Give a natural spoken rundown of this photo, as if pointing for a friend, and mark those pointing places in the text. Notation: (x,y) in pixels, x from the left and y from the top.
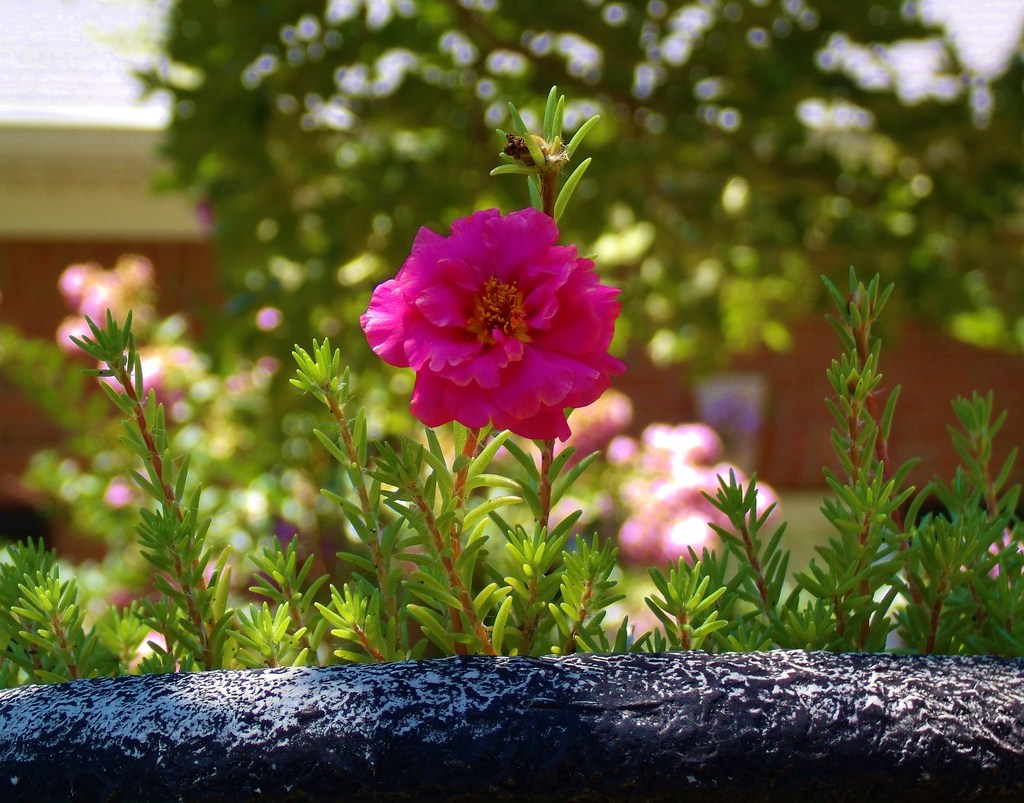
In this image there is pink color flower (545,350) with leaves (426,497). There are trees (797,219) in the background (598,266). I think there is a building (982,350).
